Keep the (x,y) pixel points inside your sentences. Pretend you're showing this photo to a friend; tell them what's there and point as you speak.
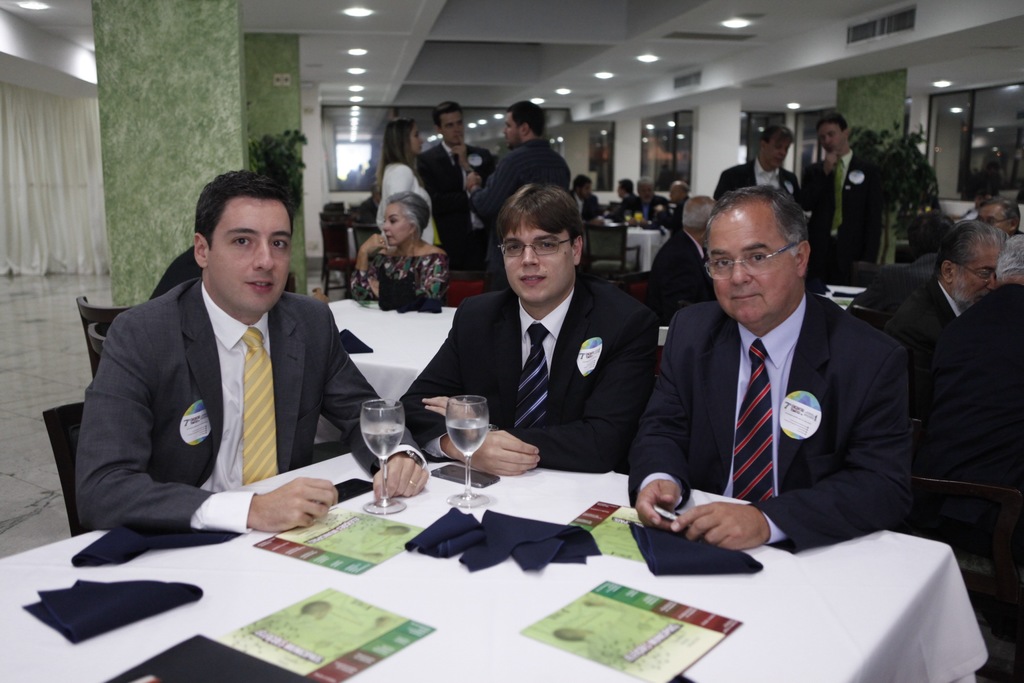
In the center (632,433) we can see three persons (598,298) were sitting around the table (558,515). On table (191,557) we can see two glasses (469,436), paper (356,611), napkin (445,525). And coming to background (825,176) we can see few persons (531,157) were standing and few persons (955,264) were sitting around the table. And we can see lights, wall (279,111) and plant (268,151), curtain (50,176) and some objects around them.
